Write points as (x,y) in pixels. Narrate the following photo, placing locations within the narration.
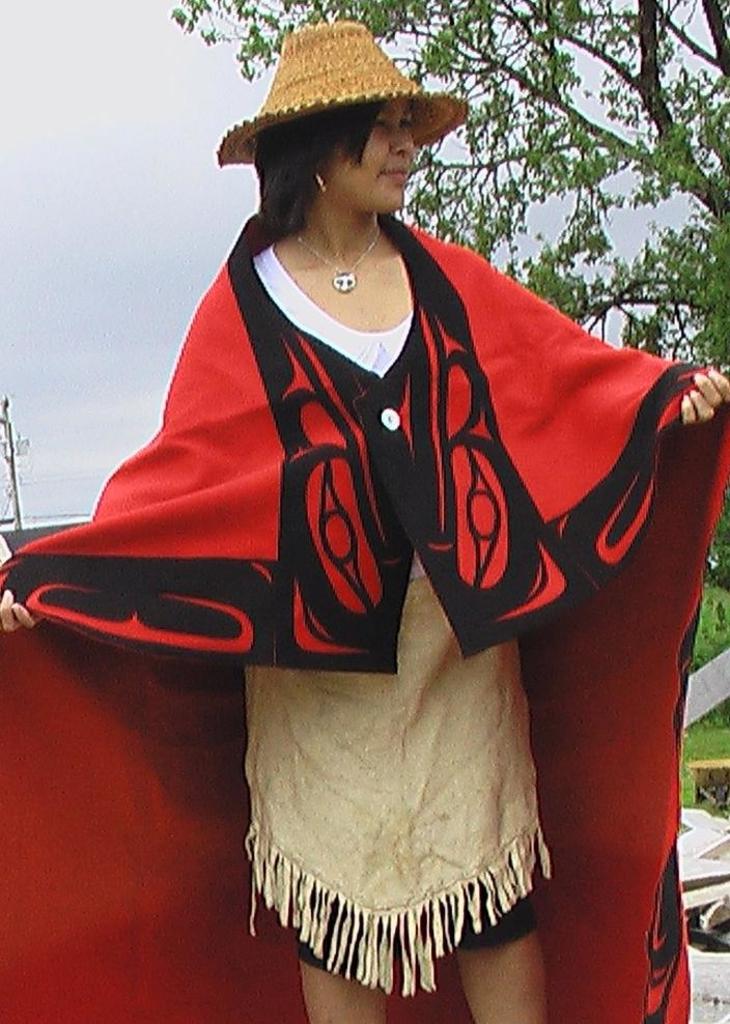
In this picture I can observe a woman (361,513) in the middle of the picture (412,366). She is wearing hat (314,71) on her head (292,139). In the background (540,225) I can observe tree (645,302) and sky (161,227).
